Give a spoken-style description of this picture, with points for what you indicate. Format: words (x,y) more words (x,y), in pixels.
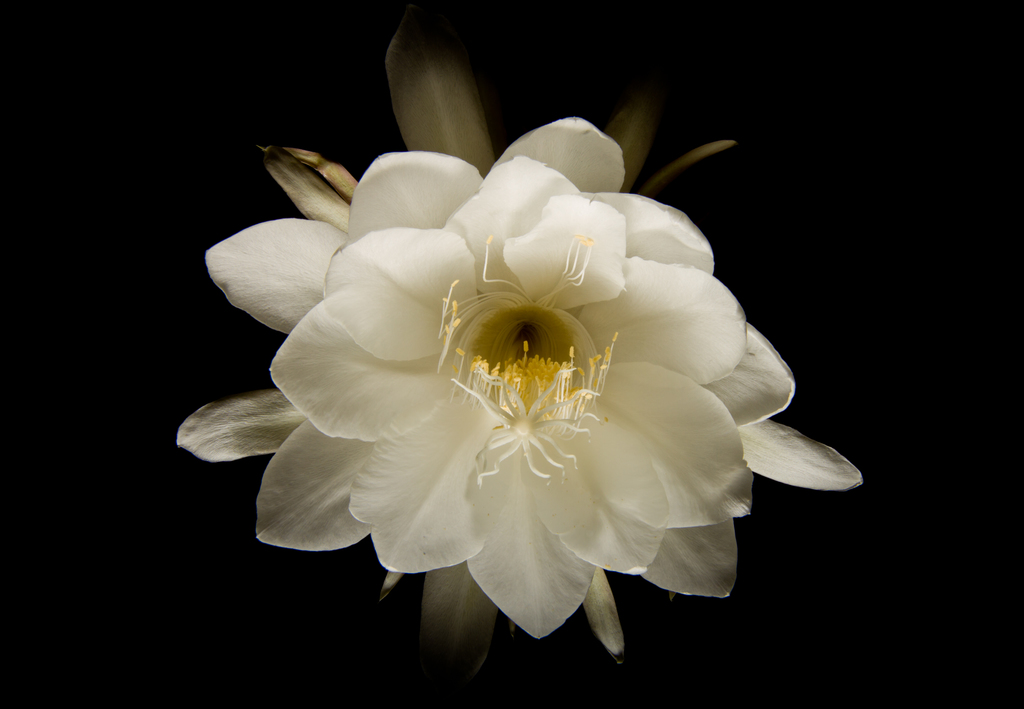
It is a beautiful white color flower (501,408).
